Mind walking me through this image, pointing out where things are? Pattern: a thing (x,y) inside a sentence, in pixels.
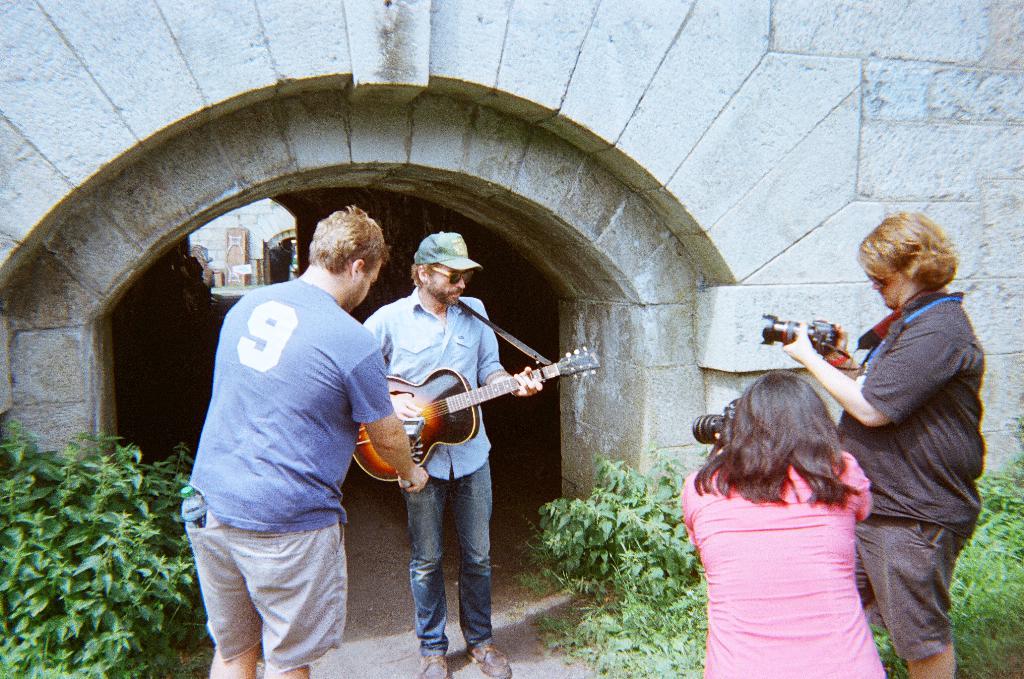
In the middle (470,336) there is a man (436,353) he wear blue shirt (427,348), trouser (435,526) shoe (484,667) and cap (443,262) he is playing guitar (482,399). On the right (870,437) there are two people (869,443) trying to clicking photos. On the left (277,480) there is a man (277,510) he wear blue t shirt (278,448) and trouser (293,585). In the background (194,394) there is a fort (594,176) and plants (636,536).
